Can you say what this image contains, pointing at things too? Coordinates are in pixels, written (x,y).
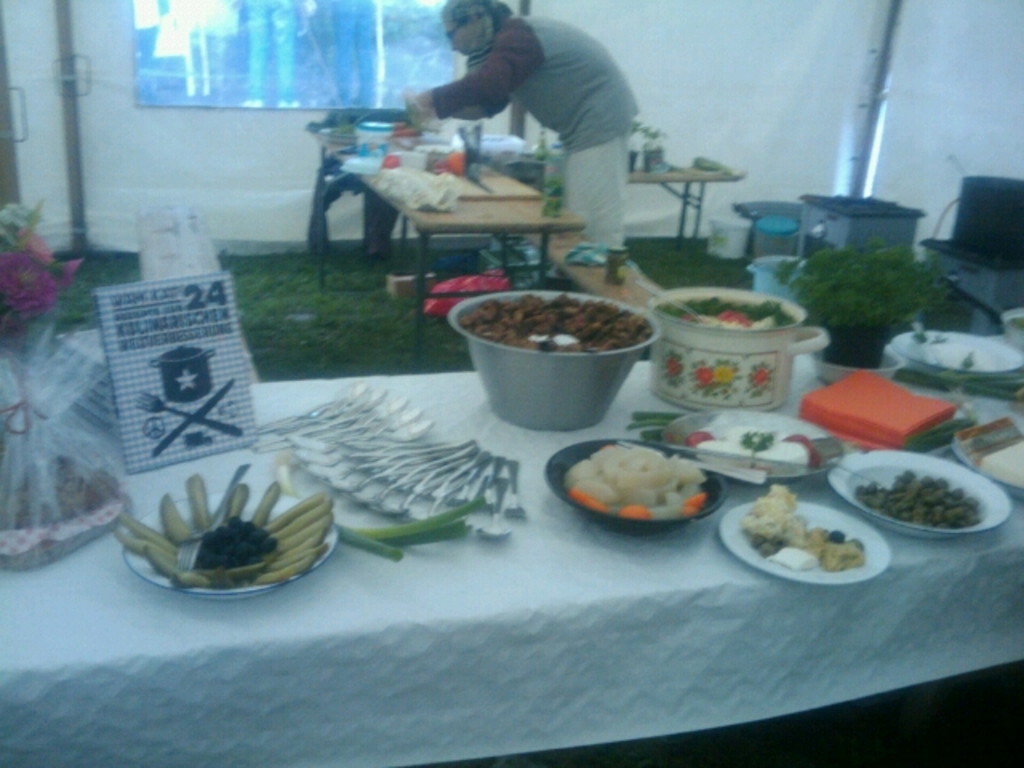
In this picture, it looks like a tent (76,62). Inside the tent (34,94), there are tables (280,607), a person (590,217), plastic containers (765,234) and grills (822,213) and some objects (470,175). At the bottom of the image (316,531), on the table (187,604), there are plates (796,546), bowls (699,395), spoons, a houseplant (842,321), boards (156,392), food items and some other things (113,422). Behind the man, there is an object (441,64). On the object (289,54), we can see the legs (262,58) of two persons (258,37).
